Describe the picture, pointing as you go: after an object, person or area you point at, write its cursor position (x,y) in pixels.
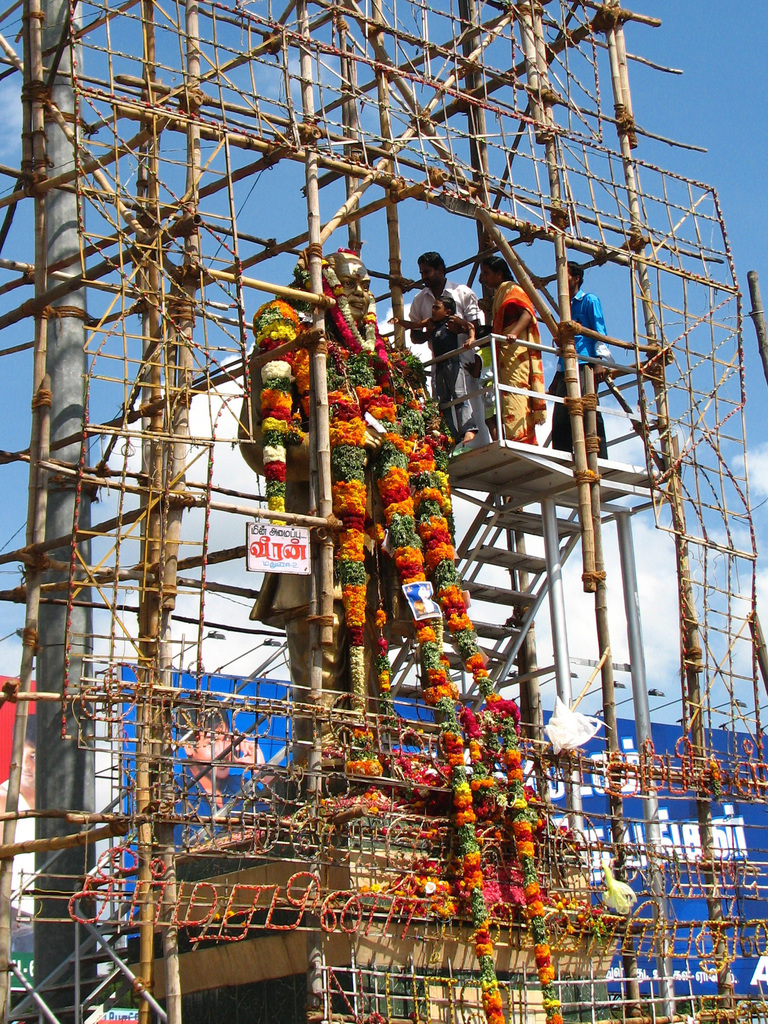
In the picture we can see a statue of a person (343,471) and many garland (343,471) on it and beside it, we can see some steps (510,503) and surface (477,466) on it with a railing (468,393) and some people (520,295) standing on it and looking at the statue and around the statue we can see sticks construction (165,441) and in the background (10,718) we can see a hoarding (3,728) and lights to it and behind it we can see a sky (656,605).
